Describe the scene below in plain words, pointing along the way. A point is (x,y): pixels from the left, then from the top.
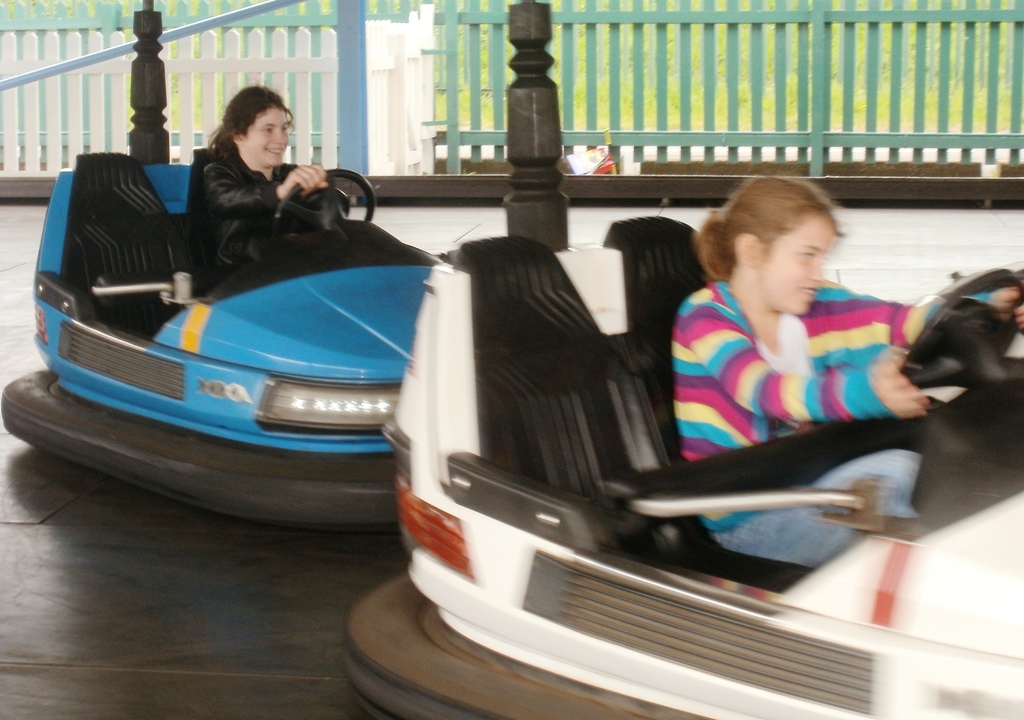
In the picture the kids (703,442) are playing racing cars (401,248) in a small area (235,530), there is a wooden fencing (591,93) around the area (343,537). In the image we can see two girls (696,329) riding the toy cars (804,452).
